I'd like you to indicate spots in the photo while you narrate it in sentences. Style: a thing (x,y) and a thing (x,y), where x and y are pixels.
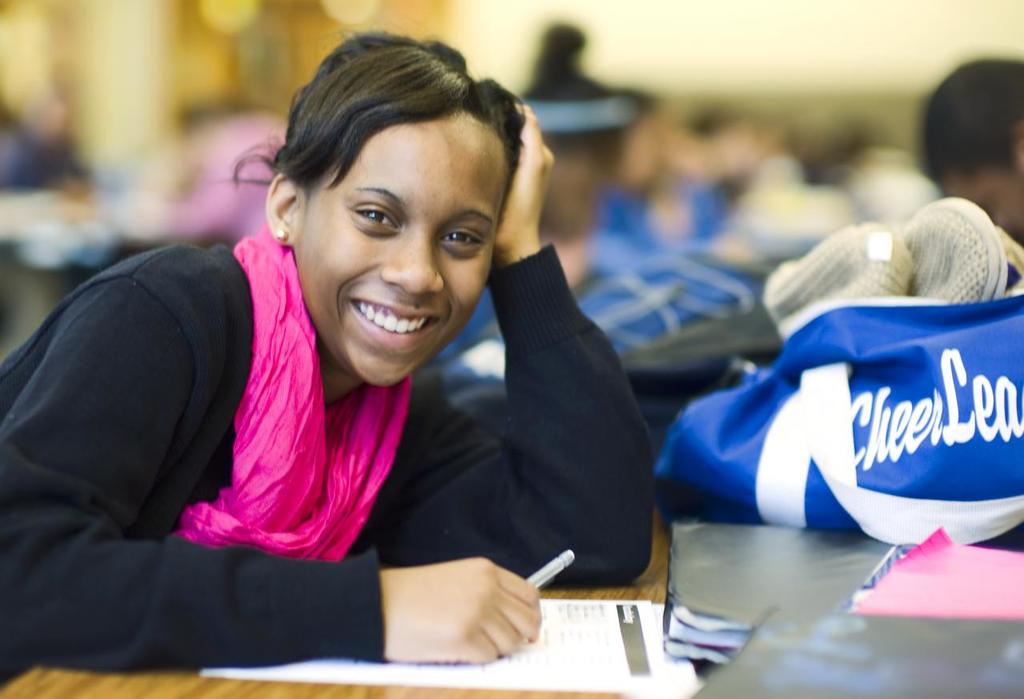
In the foreground of this picture (424,348), there is a girl (405,356) in black T shirt (145,481) leaning on a table (568,696) having smile (391,326) on her face (398,314). She is holding a pencil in her hand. In the background (980,135), there is a bag (936,403) and persons (764,160) near a table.
